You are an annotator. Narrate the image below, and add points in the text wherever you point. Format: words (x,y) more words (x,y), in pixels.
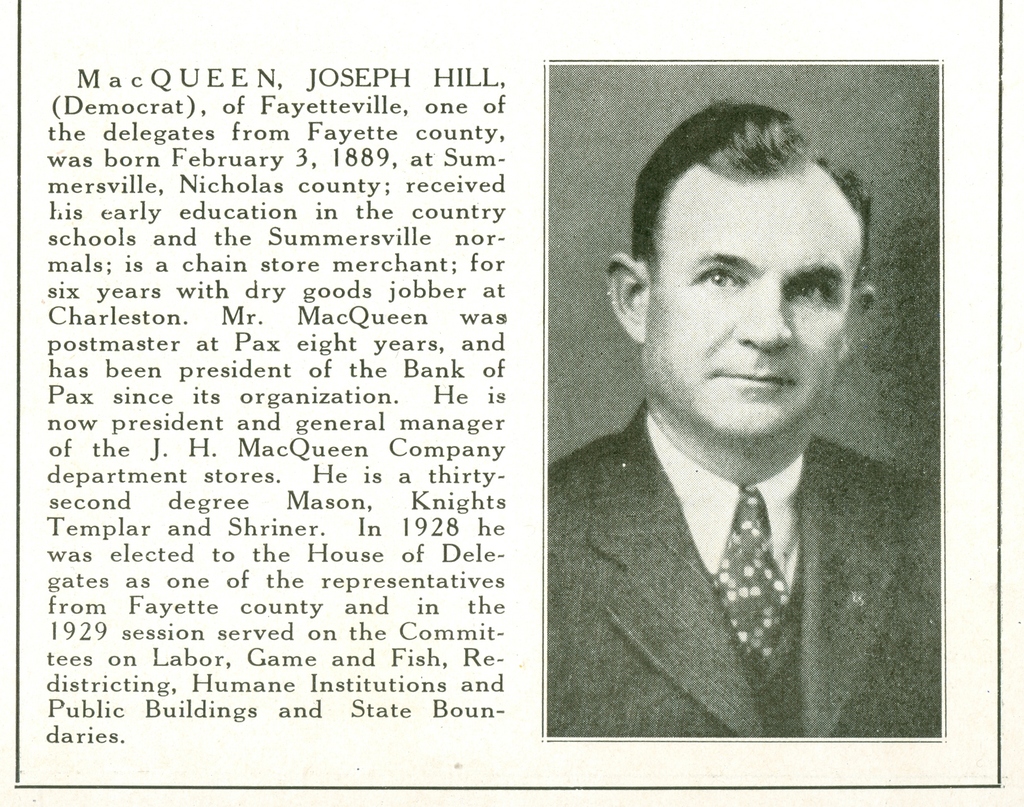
In this image I can see a picture (575,539) of a man (609,439) on the right side (688,309). On the left side of this image (139,73) I can see something is written.
